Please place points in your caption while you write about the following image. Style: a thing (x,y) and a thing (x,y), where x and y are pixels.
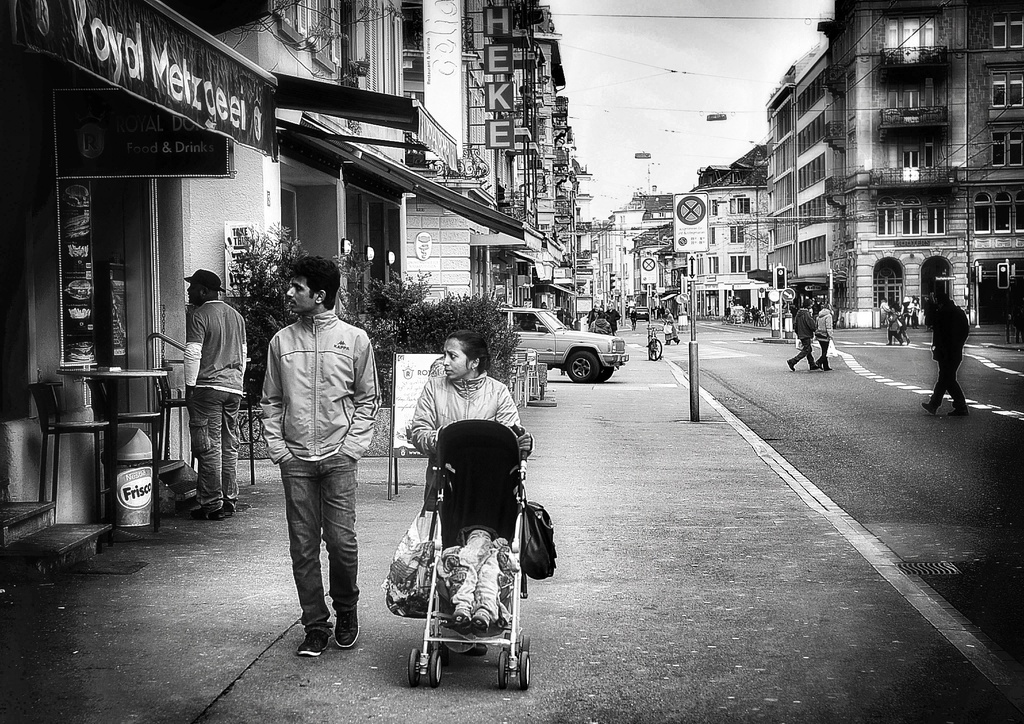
In the picture I can see people (505,401) are walking on the ground (559,410). In the background (587,360) I can see vehicles (600,373), bicycles (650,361), traffic lights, sign boards (704,234), buildings (662,236), wires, plants (391,300), poles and the sky (674,184). This picture is black and white in color.
